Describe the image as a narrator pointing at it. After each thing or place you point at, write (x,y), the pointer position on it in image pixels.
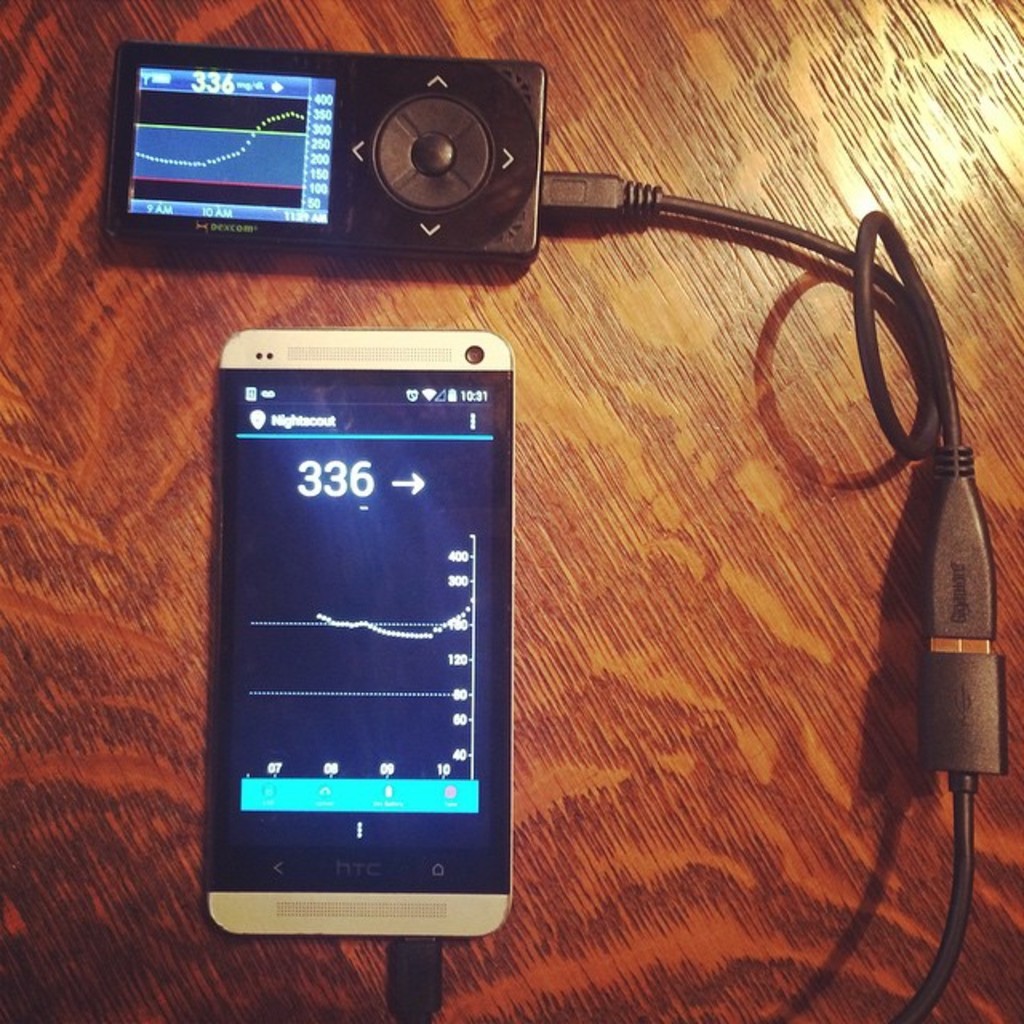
In this image there is a mobile phone (305,739), there is a wire (924,406) truncated, there is an object (213,143) on the surface (766,486).
